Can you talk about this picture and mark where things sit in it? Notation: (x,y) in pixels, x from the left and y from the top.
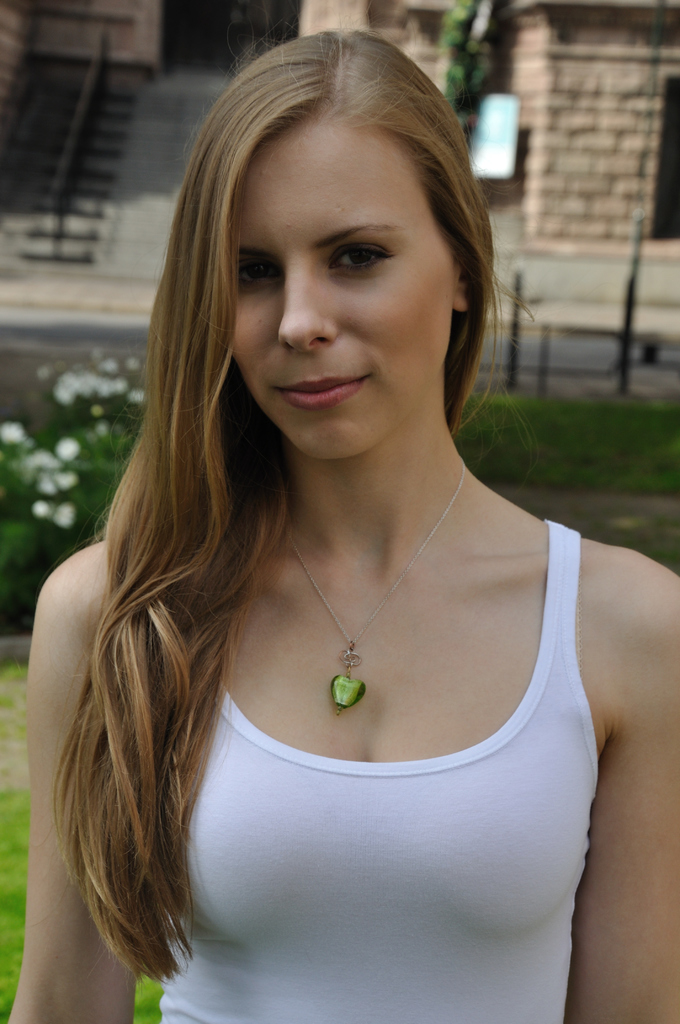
In the middle of the image (448,603) a woman (77,641) is standing and smiling. Behind her there are some plants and grass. Top of the image (39,15) there is a building (167,18).
